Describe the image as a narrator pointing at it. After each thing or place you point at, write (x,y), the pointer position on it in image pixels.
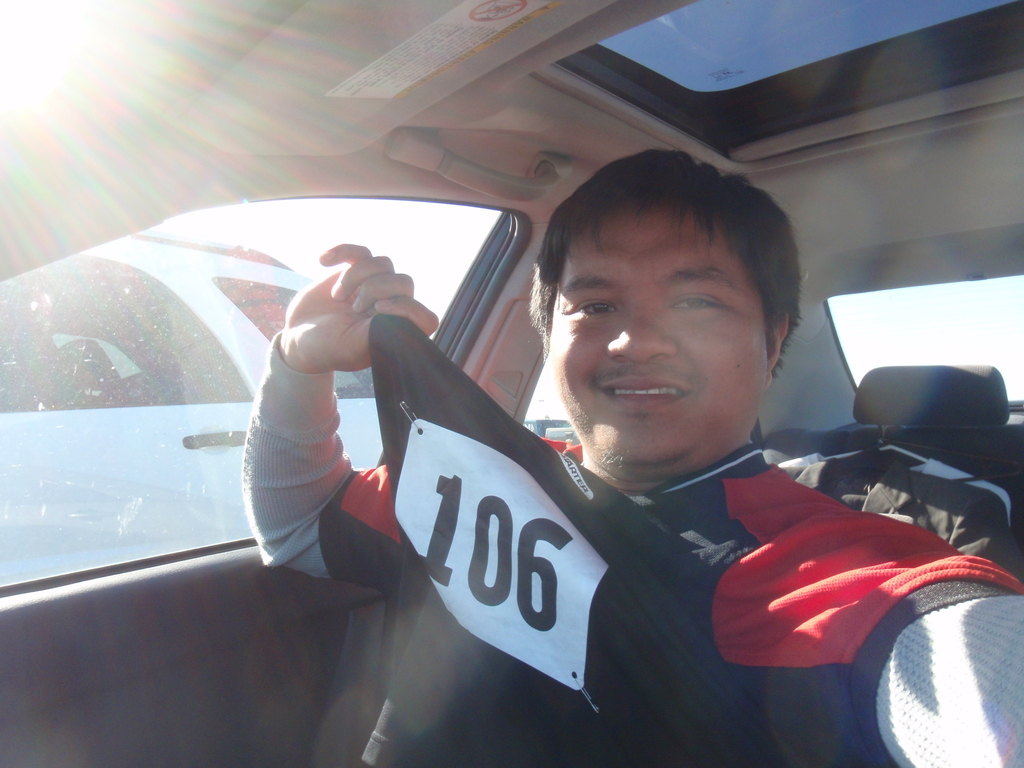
In this image I can see a man (743,595) wearing a t-shirt (743,611) sitting in a car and smiling.
